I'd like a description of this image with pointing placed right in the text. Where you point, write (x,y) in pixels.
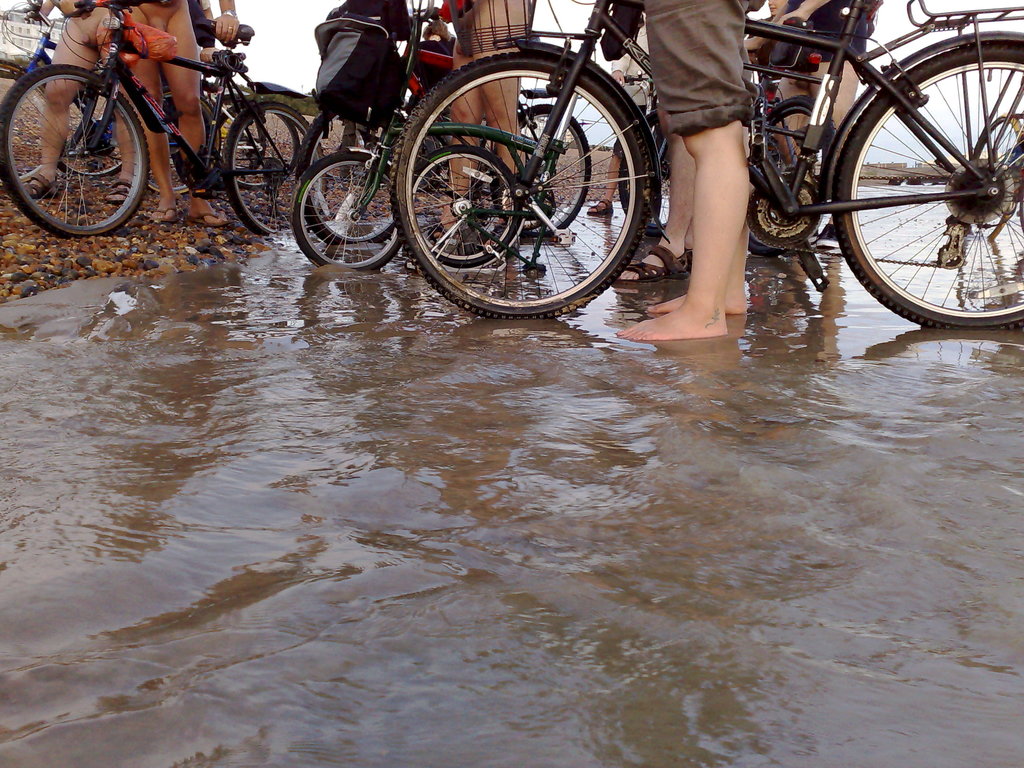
In this image we can see persons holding bicycles (524,155) and some are standing on the ground (102,174) and some are standing on the water (597,230). In the background (313,70) we can see sky (302,83).
